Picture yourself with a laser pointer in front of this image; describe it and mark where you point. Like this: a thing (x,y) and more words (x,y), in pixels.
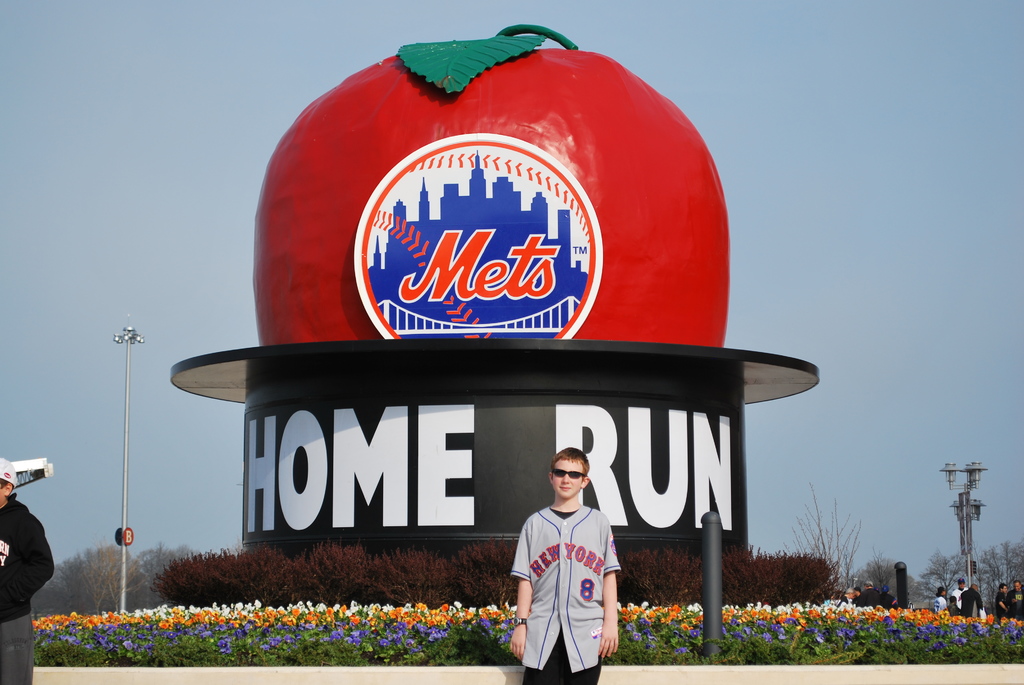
In the image we can see there is a person (547,514) standing on the ground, he is wearing a shirt (571,599) on which it's written ¨New York¨. There are other people (0,625) standing on the ground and there are flowers (638,639) on the plants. Behind there is a statue (503,215) of apple (503,215) kept on the statue (448,407) of hat (448,436). It's written ¨Home Run¨ on the hat statue (281,540). There are trees (935,580) and the sky (917,83) is clear.
